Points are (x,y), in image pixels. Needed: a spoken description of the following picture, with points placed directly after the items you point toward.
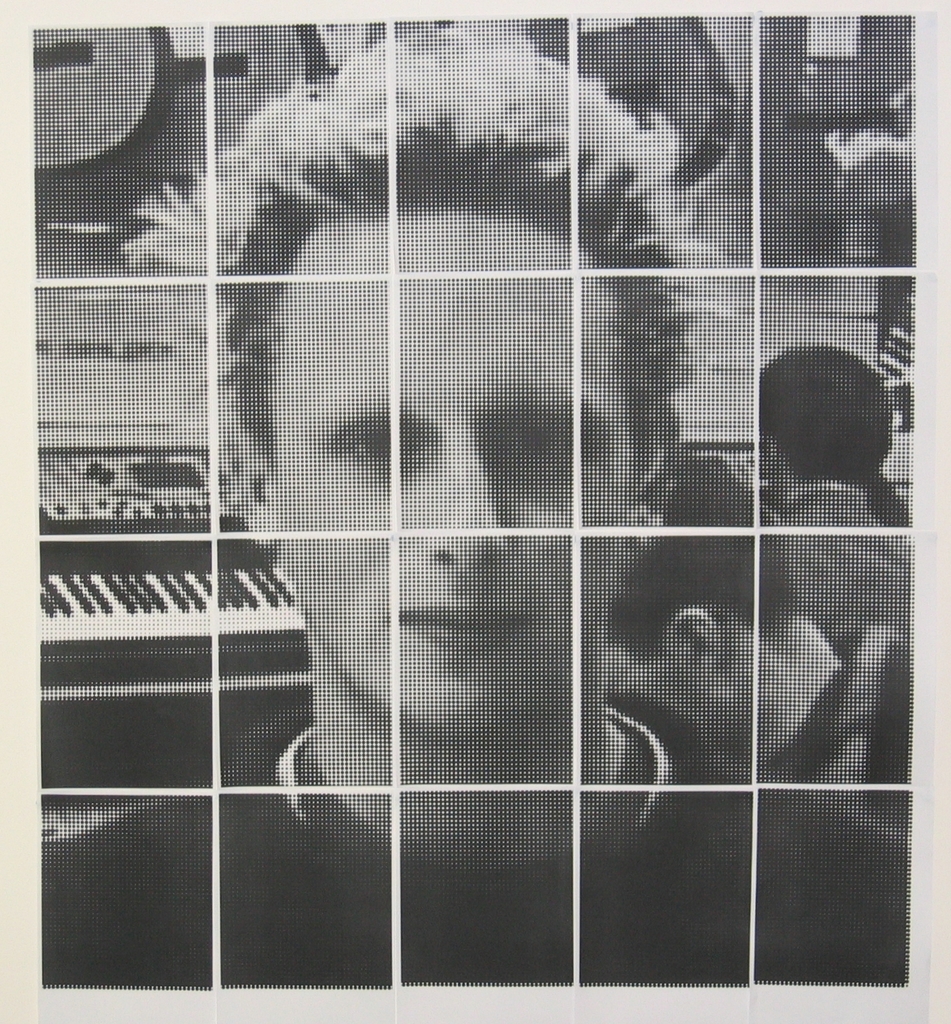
This is an edited black and white image. I can see a person (468,746). In the background (749,403), that looks like a hoarding (152,372) with the picture (124,500) of a piano (119,509) on it. I can see two people (747,545) standing.
